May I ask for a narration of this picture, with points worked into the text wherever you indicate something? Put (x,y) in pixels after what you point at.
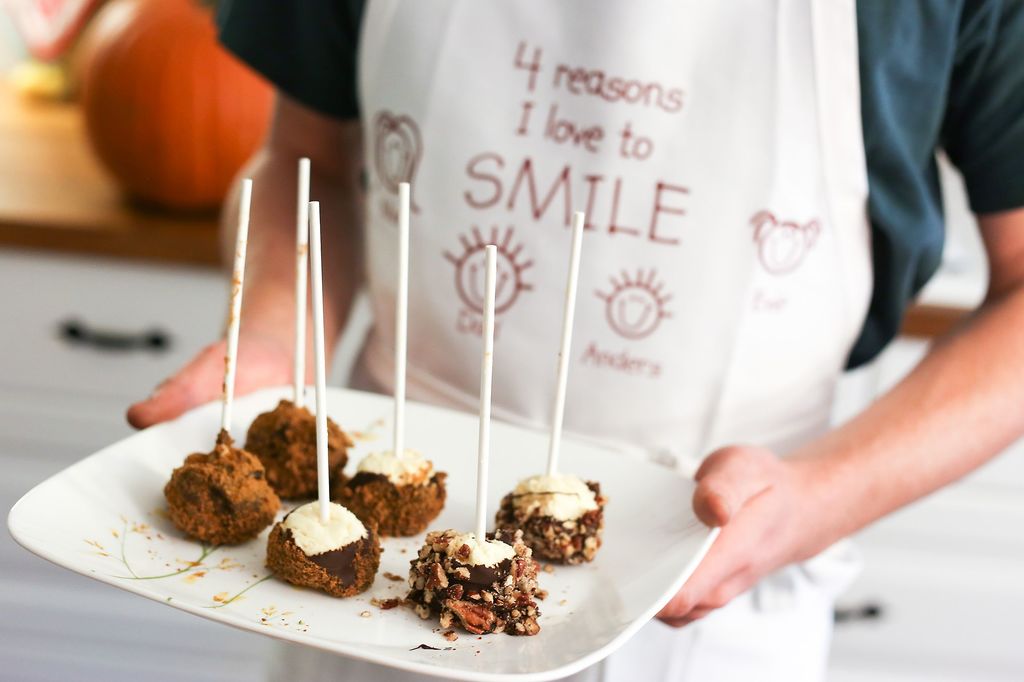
The man (803,152) in blue T-shirt (893,288) who is wearing a white apron (443,297) is holding a white plate (676,552). This plate (561,572) contains six chocolates (412,499). Behind him, we see a table (119,209) on which pumpkin (217,83) is placed. It is blurred in the background (24,354).
